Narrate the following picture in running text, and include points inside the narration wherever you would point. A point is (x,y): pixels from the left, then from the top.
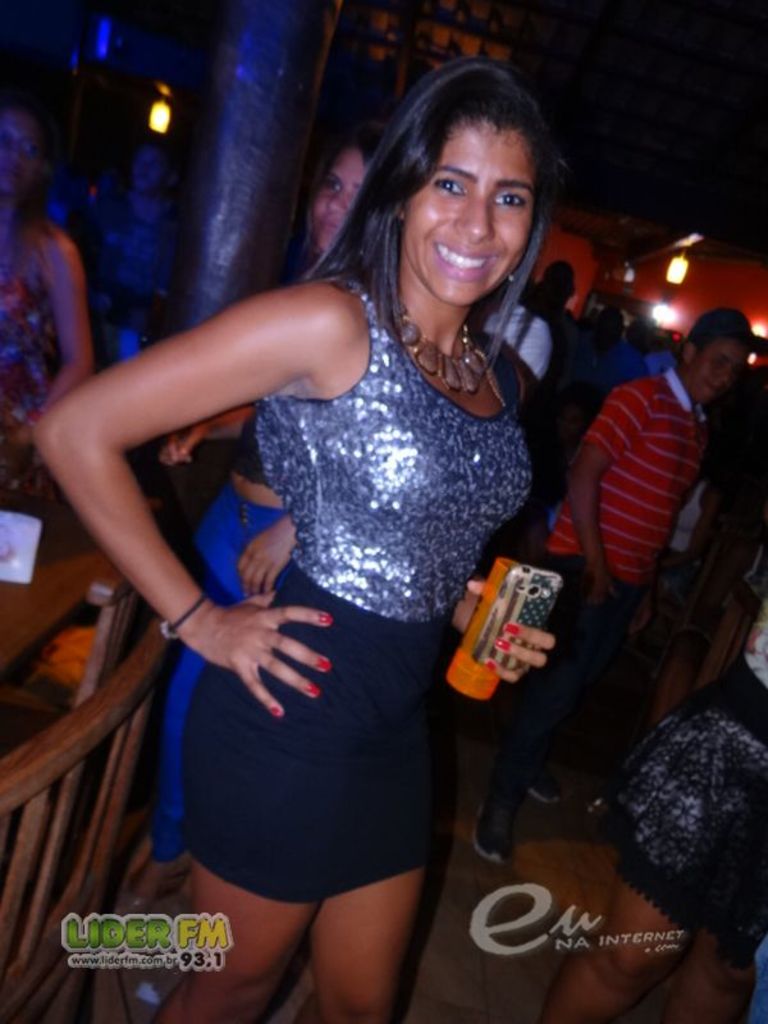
This picture describes about group of people (408,444), in the middle of the given image we can see a woman (437,467), she is smiling and she is holding a mobile (529,594) and bottle (499,564) in her hand (512,645), in the background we can see few lights (764,331).
